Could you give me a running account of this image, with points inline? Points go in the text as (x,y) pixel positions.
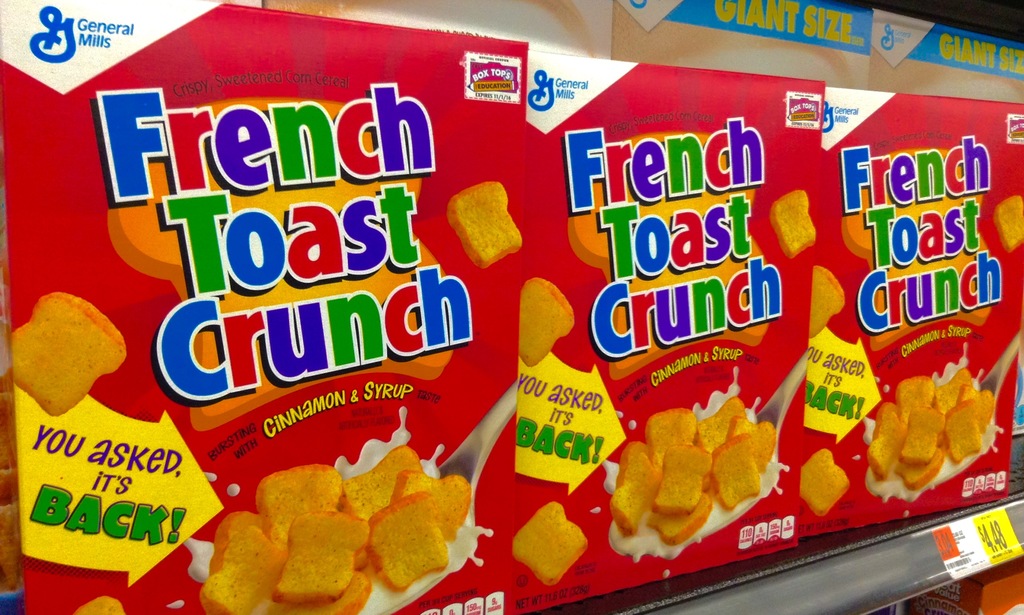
In this image, we can see some toast boxes (490,258) kept in the rack (908,567) and we can see a price tag (961,551) on the right side (936,539).
